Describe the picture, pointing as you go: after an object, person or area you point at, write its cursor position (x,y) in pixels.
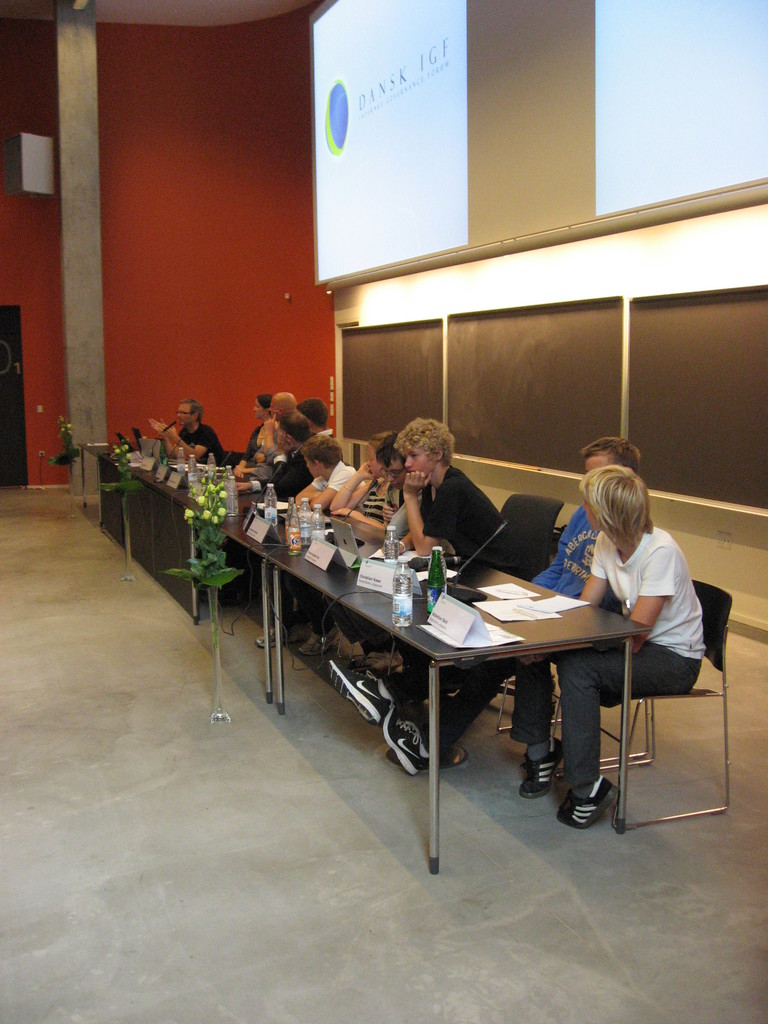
There are some persons (429,504) sitting on the chairs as we can see in the middle of this image (510,548). There are some tables (277,596) present in the middle of this image (423,604). There are some objects (405,565) kept on it. There is a wall (220,374) in the background (47,336). There is a screen (422,125) as we can see at the top right side of this image (560,205).
